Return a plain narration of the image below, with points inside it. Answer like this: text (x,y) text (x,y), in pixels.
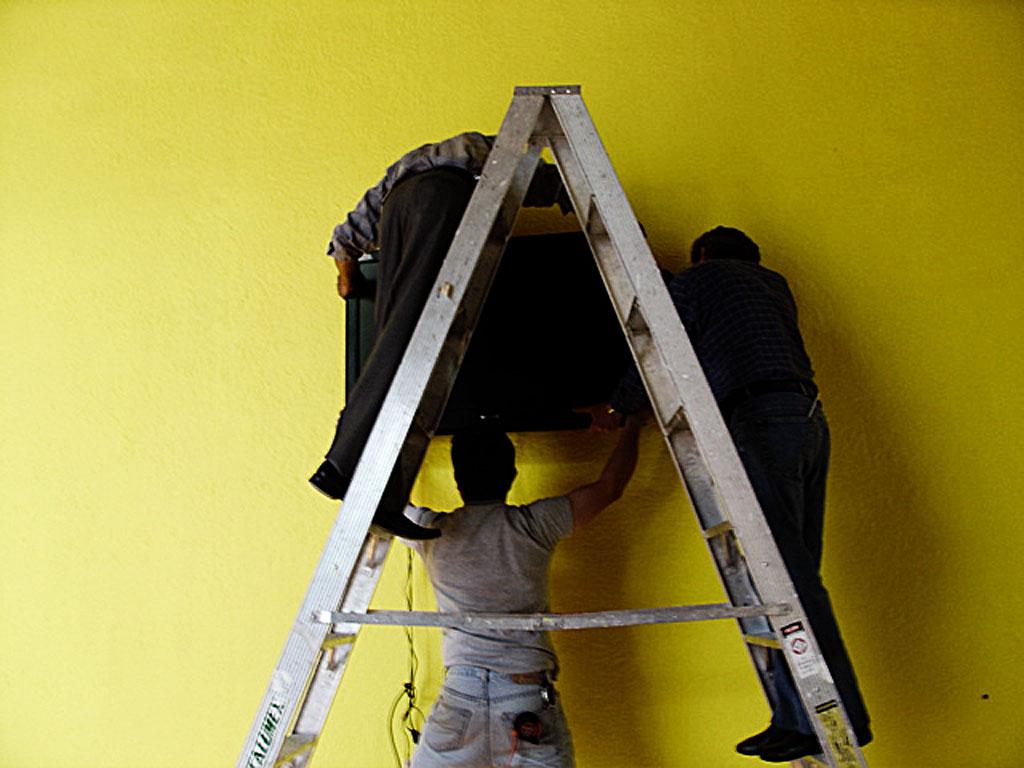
In this picture we can see a person (529,654) standing and holding a television (524,351), there are two persons (766,459) standing on the ladder (459,328), in the background (886,154) we can see a wall (801,209).
